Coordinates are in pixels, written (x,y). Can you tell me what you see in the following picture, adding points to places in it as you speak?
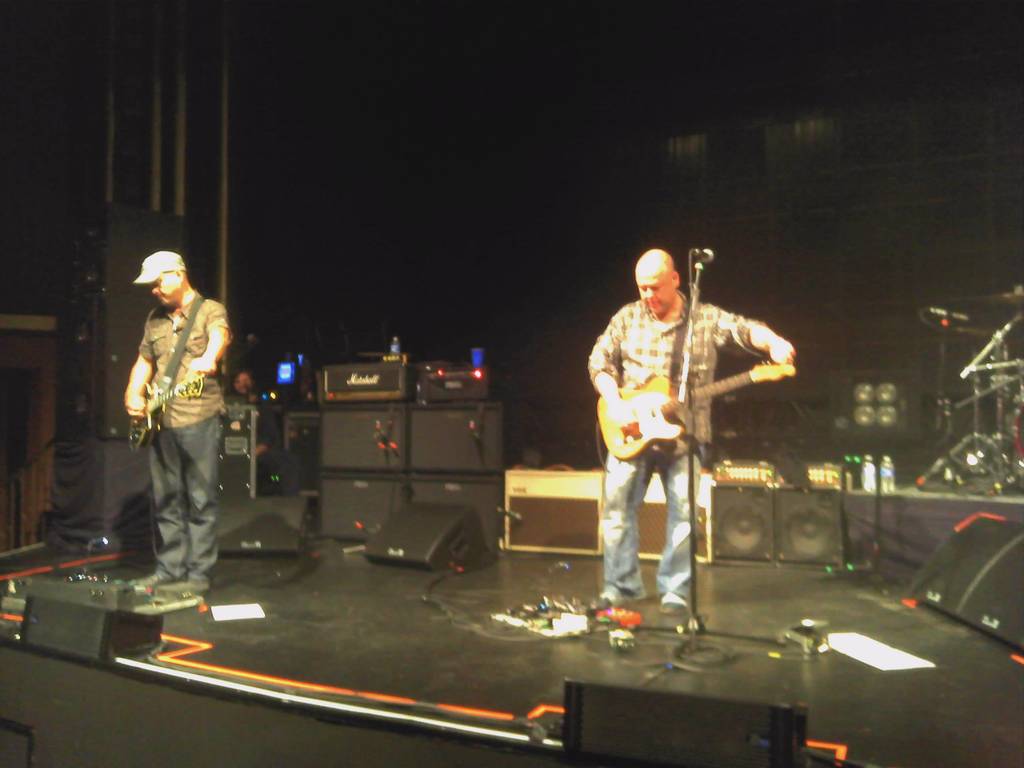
In this image on the right (705,370) there is a man (659,350) he wear check shirt (637,343), trouser (633,498) he is playing guitar (645,414). On the left (195,449) there is a man (190,415) he wear cap (157,272), shirt (194,344) and trouser (172,498). This is a stage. In the background (659,539) there are many speakers (803,522), screen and bottles (871,489).
